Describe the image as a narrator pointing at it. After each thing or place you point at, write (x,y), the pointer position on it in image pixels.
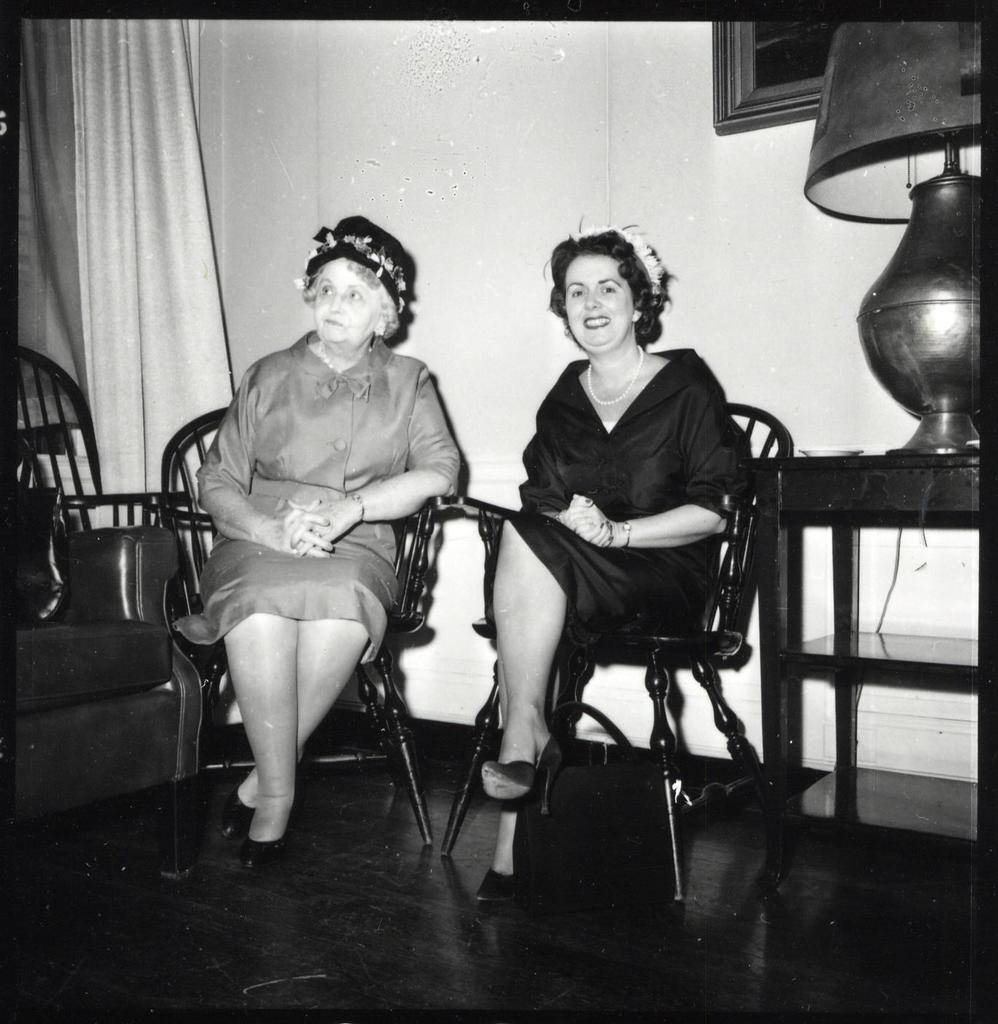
The image is taken in the room (611,192). In the center of the image (360,407) there are two ladies (273,608) sitting on the chairs (698,660). On the right (882,792) there is a table (885,812) and there is a lamp (919,445) placed on the table (926,476). On the left (95,766) there is a sofa (88,611). In the background (239,184) there is a window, wall (366,83) and a curtain (158,125).
